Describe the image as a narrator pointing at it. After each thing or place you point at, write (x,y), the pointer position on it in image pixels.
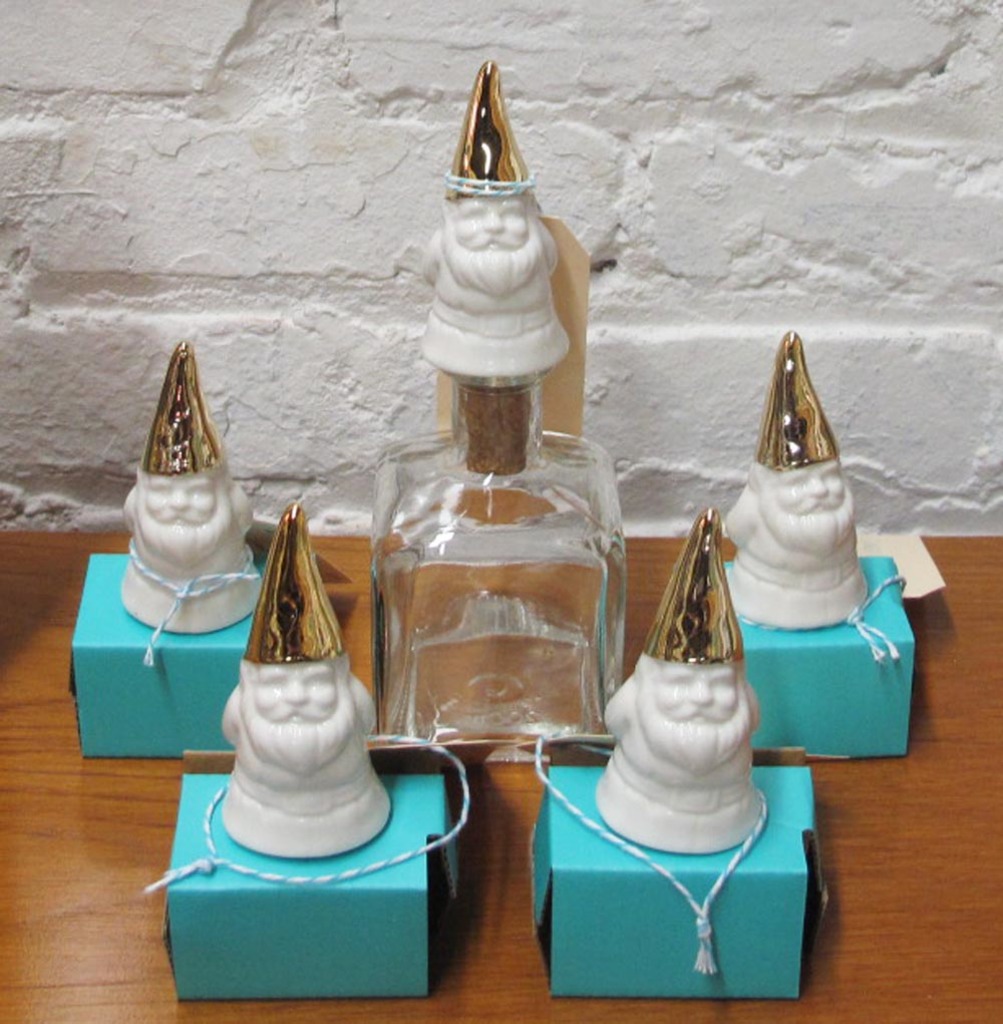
There is a wooden table (932,849) in the image. On the table (900,914) there are boxes (791,898) and a glass bottle (526,617). On them there are small sculptures (199,514). On the sculpture (713,663) there is a crown (696,594) and a thread (862,629) around them. In the background (901,325) there is wall (801,188).
